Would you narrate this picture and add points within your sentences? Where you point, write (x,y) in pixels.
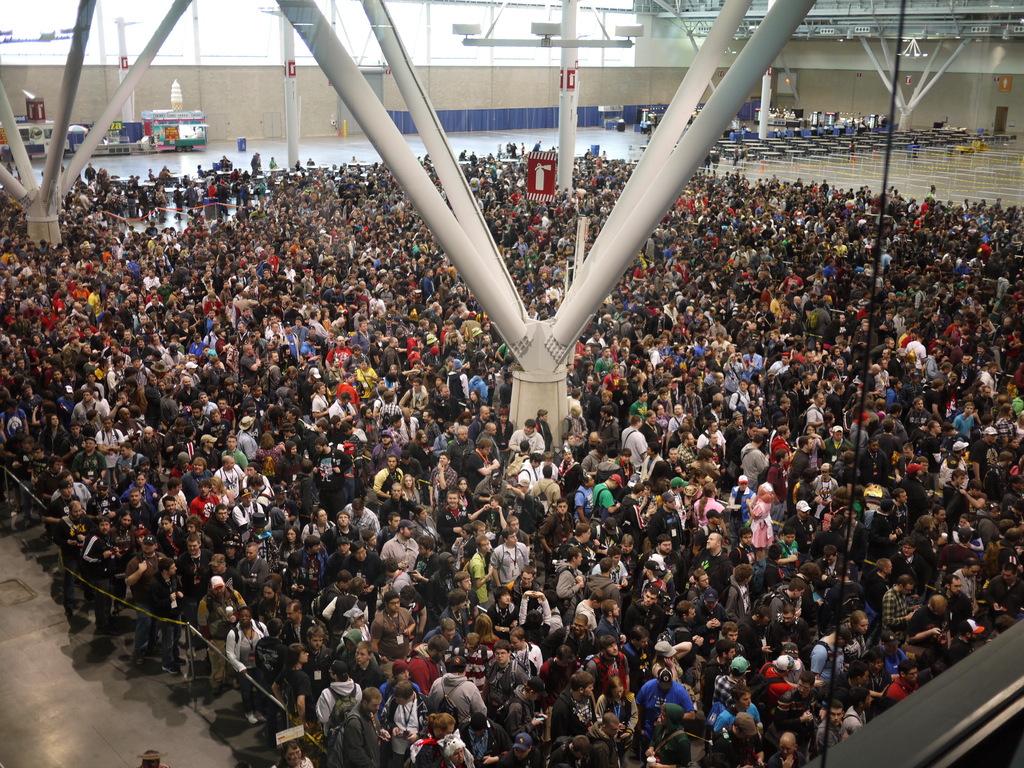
In this picture there are people (140,468) and we can see floor (55,691) and poles (482,272). In the background of the image (537,103) we can see wall (434,95) and objects (132,148).
